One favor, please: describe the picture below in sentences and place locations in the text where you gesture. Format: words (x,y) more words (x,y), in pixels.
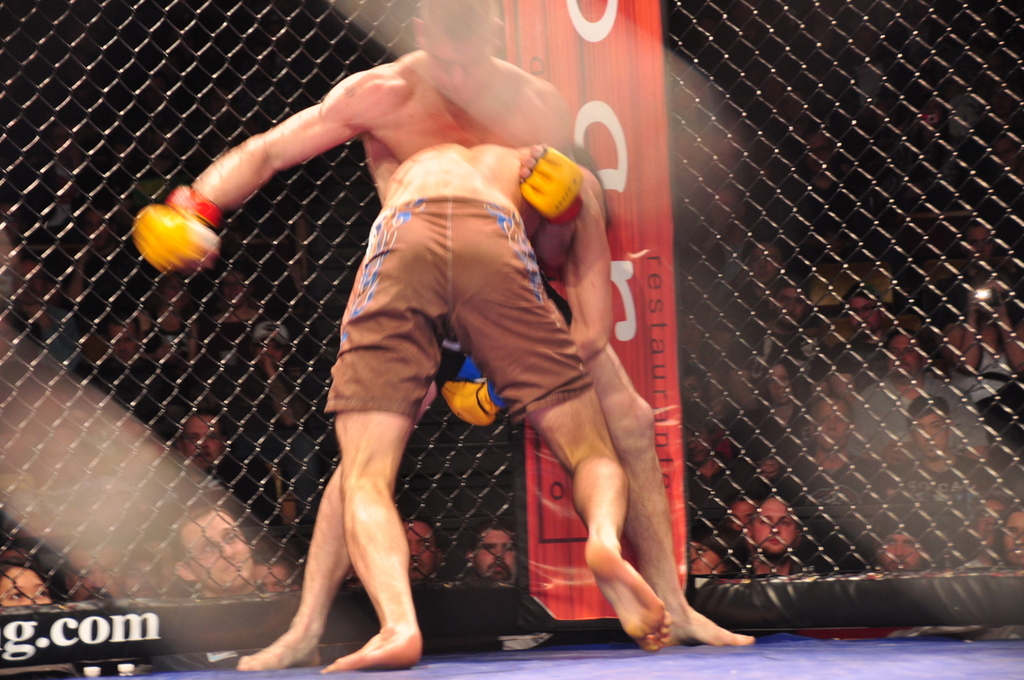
At the bottom of the image (957,670) there is stage (950,679). On the stage (965,670) there are two men (455,33) standing and they have gloves (174,245) to their hands (174,245). Behind them there is a fencing (438,434) with red color poster (575,596). Behind the fencing (172,493) there are few people (765,418) standing.
